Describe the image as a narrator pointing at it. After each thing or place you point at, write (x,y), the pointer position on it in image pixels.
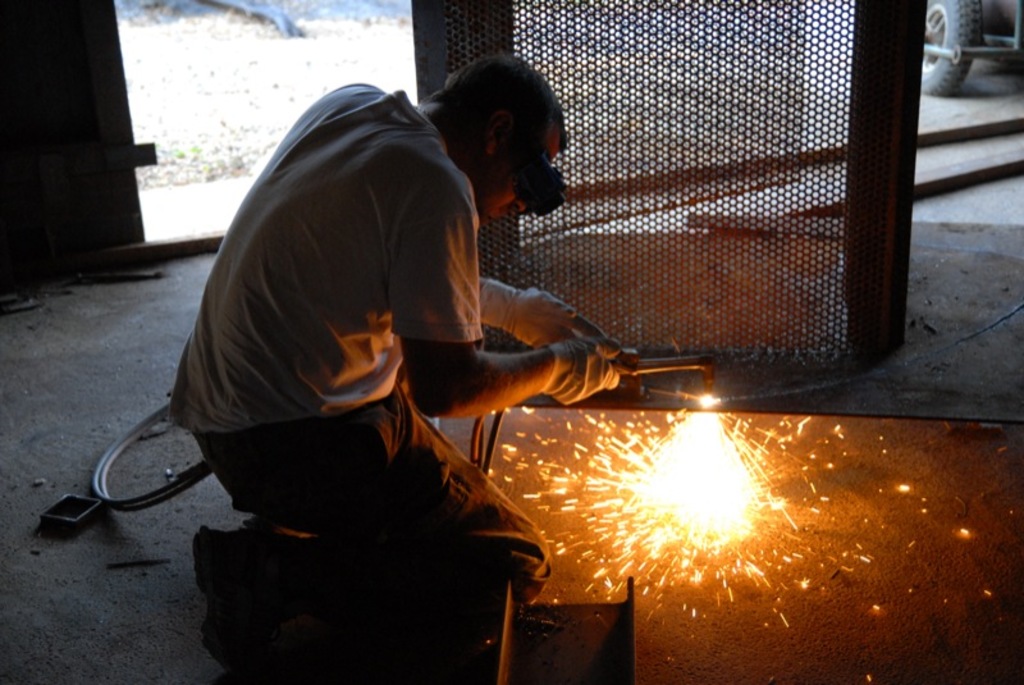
In this image I can see a man (355,397) is kneeling down on the ground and holding some object (623,364) in hands (590,362). Here I can see other metal objects (693,496) on the ground (634,562). Here I can see a wheel (962,46), steps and a wall (89,123).
